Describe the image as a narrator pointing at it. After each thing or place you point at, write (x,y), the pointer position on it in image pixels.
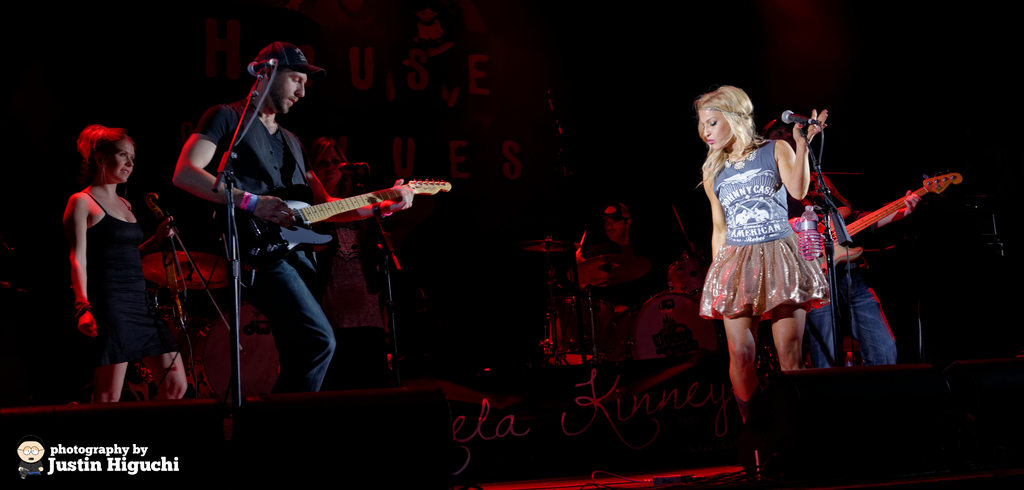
In this picture we can see some persons (758,278) standing in front of mike (266,63). He is playing guitar (356,208) and he wear a cap (287,56). And on the background (565,316) we can see some musical instruments (604,282).
